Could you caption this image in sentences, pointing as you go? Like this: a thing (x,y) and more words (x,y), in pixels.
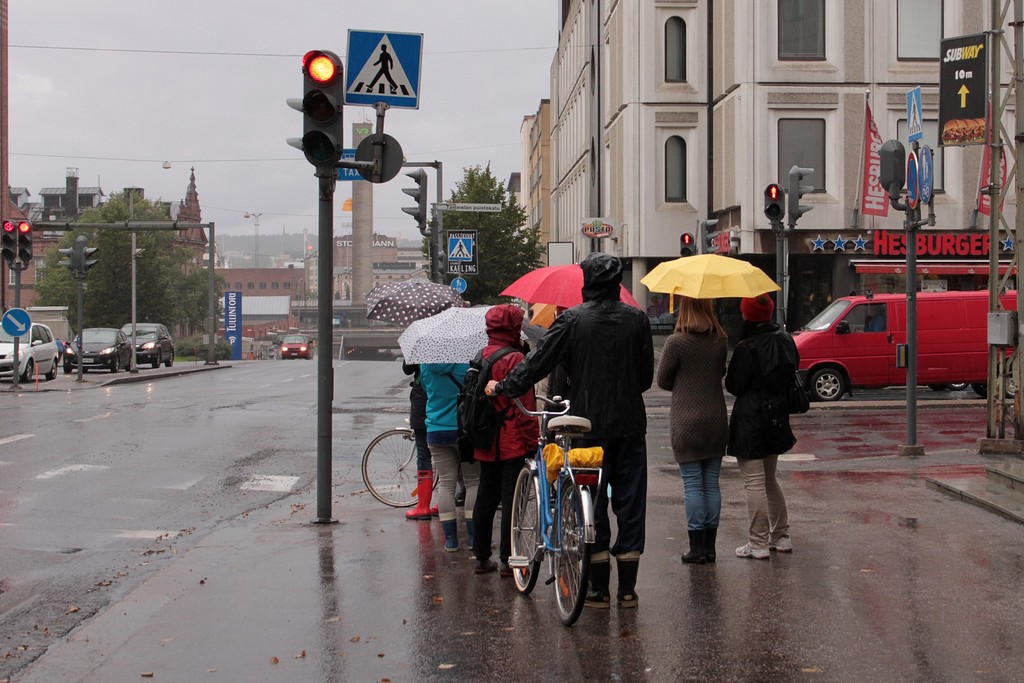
In this image we can see a few people (749,438), among them some are holding the umbrellas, there are some vehicles (541,477) on the road (180,419), also we can see some trees (51,262), poles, lights (309,133), buildings (695,99), wires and boards (469,207), in the background (284,216) we can see the sky (253,191).
